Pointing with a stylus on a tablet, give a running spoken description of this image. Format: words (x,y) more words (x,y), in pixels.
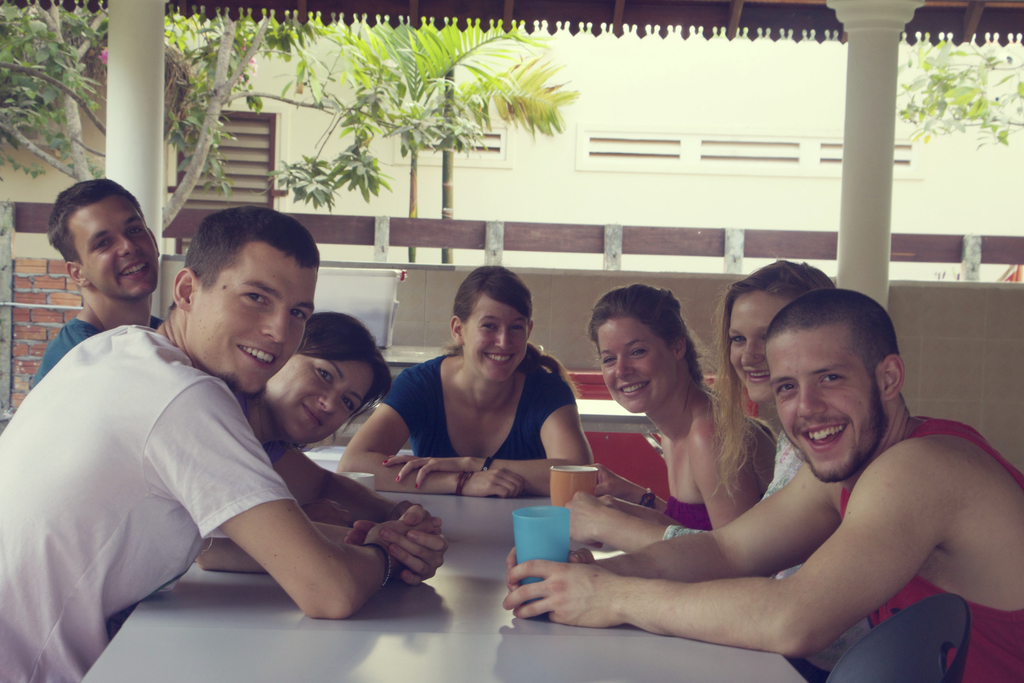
This image is clicked outside. There are seven persons (796,374) in this image, sitting around the table (234,605). On the table (402,657) there are two glasses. In the background (828,182), there is a building (504,70), plants (402,58) and pillars (118,68). To the left (103,480), the man (100,491) is wearing white t-shirt (115,496). To the right (968,547), the man (980,570) is wearing red t-shirt (974,618).
